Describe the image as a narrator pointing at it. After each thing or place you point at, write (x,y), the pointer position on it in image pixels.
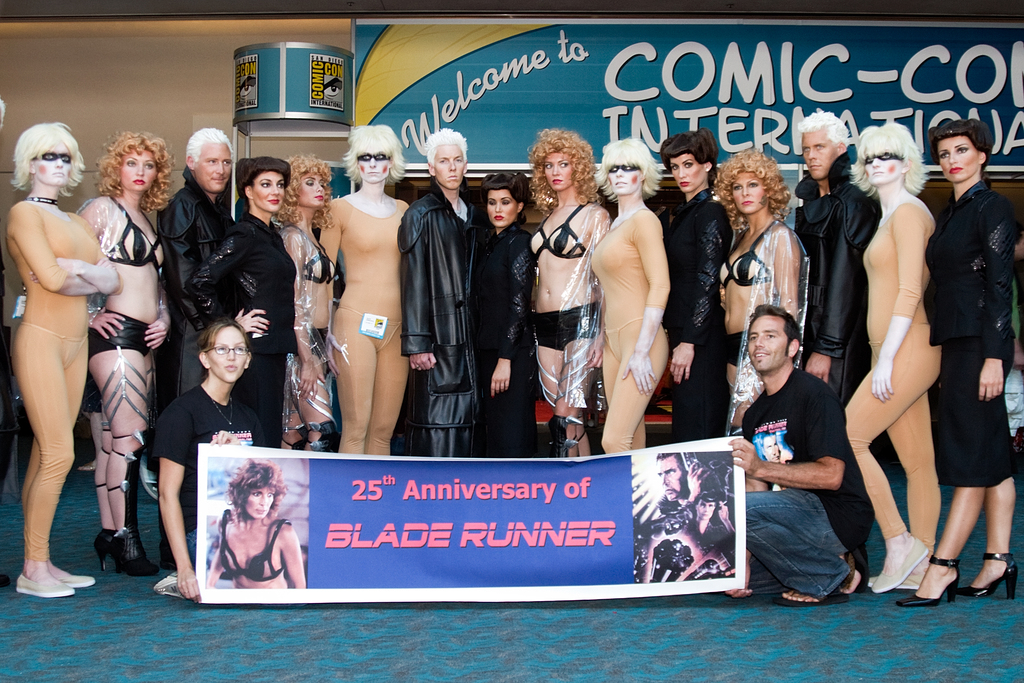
In this image we can see a group of persons (392,338). Among them two persons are holding a banner (436,484). On the banner (370,519) we can see some text (505,541) and images (224,532). Behind the persons (446,153) we can see a wall (319,140) and a banner (564,56) with text (646,89).
